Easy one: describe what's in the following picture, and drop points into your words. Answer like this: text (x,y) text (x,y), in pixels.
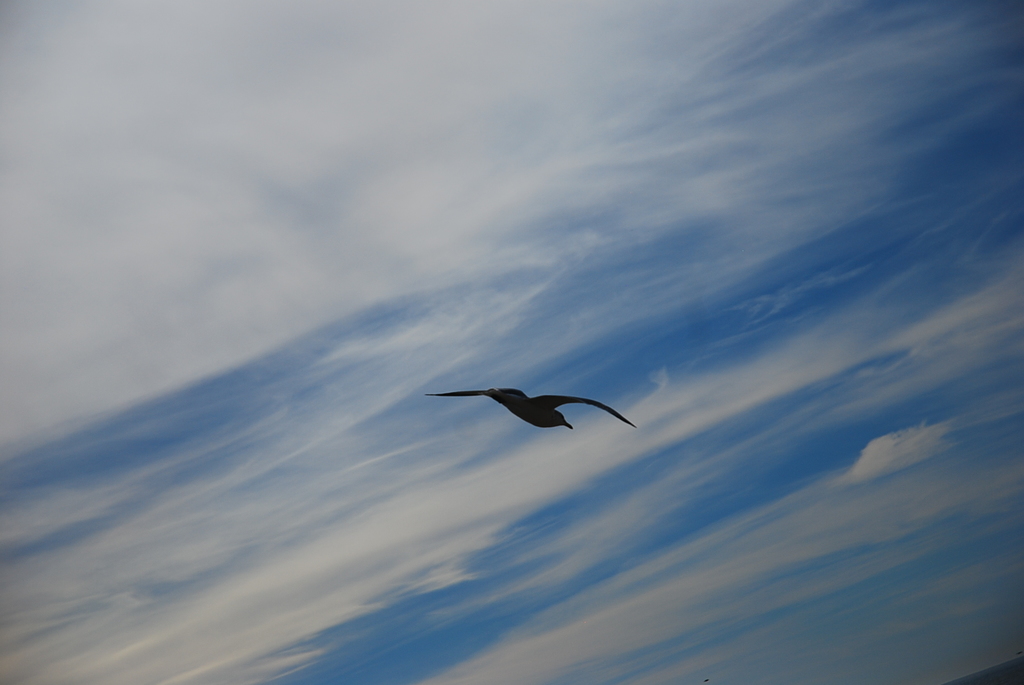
In this image there is a bird (534,406), there is a sky (420,362) truncated, there are clouds (371,349) in the sky (483,439).
